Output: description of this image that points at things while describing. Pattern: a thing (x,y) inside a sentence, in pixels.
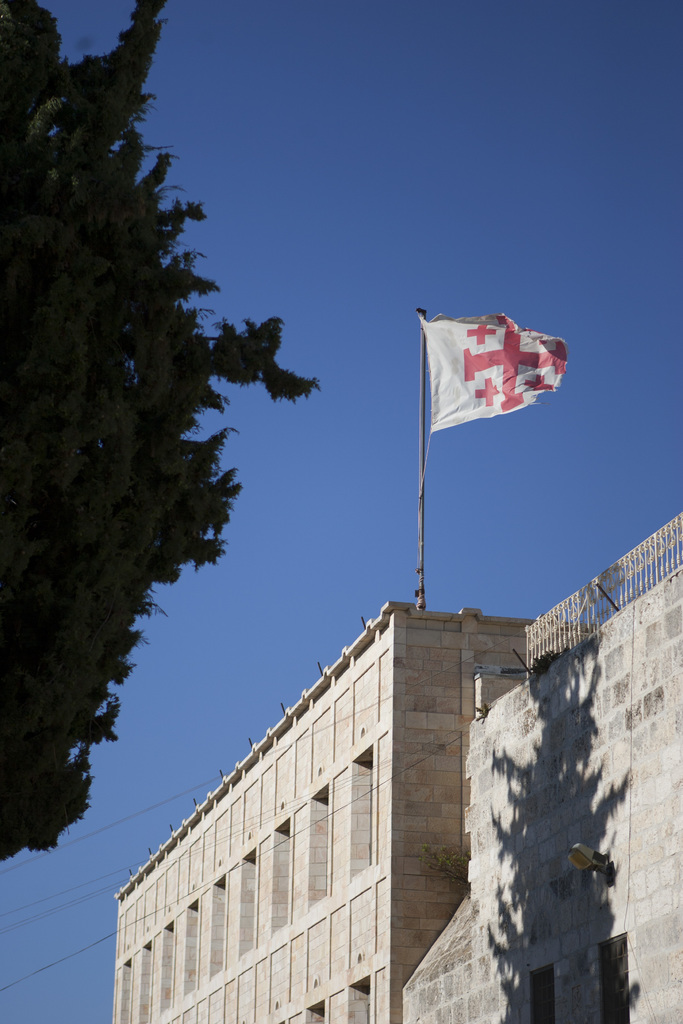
An outdoor picture. Sky (560,589) is in blue color. This is a tree (156,289). This is a building (327,787). Flag (487,348) is on building (440,689).
